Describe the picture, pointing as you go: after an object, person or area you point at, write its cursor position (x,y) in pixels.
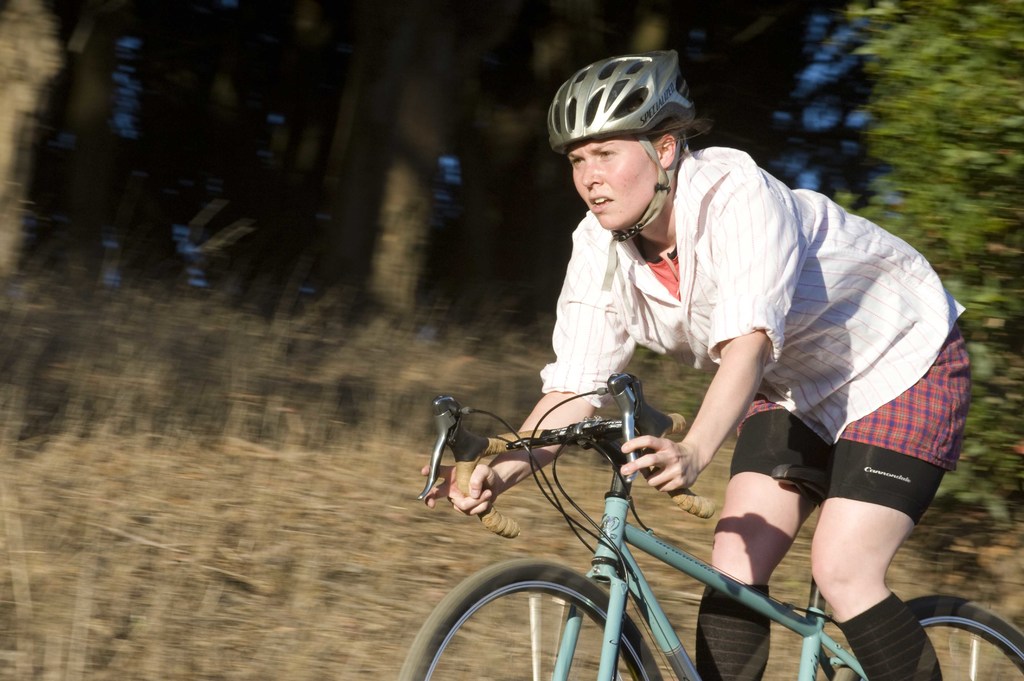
In the foreground of the picture (887,422) there is a woman (742,308) riding a bicycle (606,596). The background (167,392) is blurred. In the background (398,85) there are shrubs (925,88) and trees (886,86). It is a sunny day.
